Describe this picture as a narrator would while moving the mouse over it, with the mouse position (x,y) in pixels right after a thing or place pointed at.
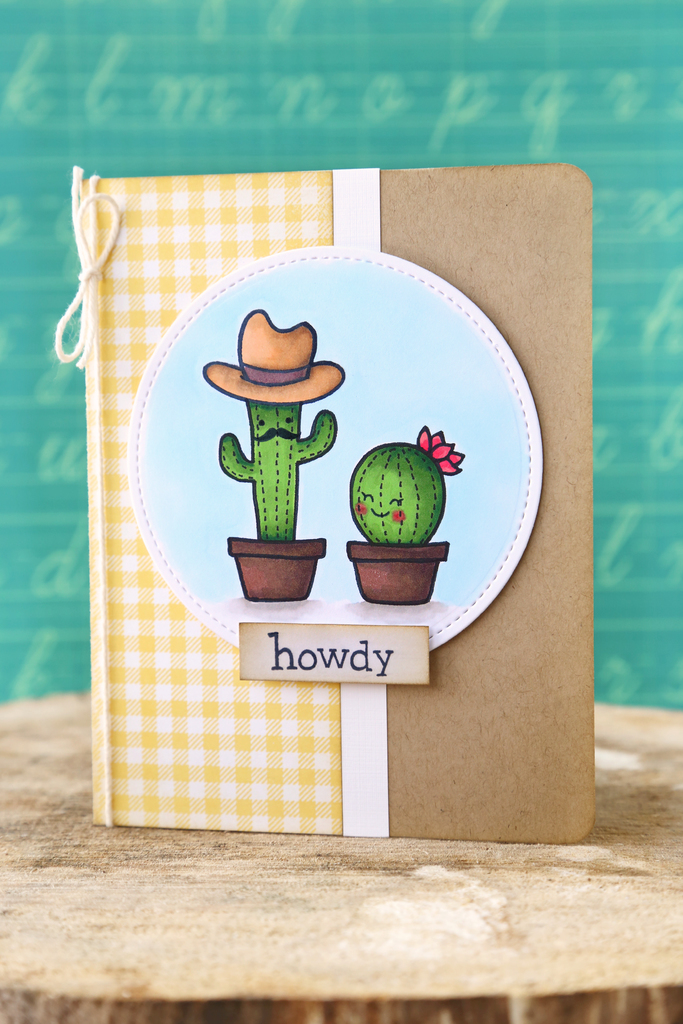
In the picture I can see a book (214,580) on the wooden log block (589,899). I can see the pots images (370,498) in the book (354,661).
